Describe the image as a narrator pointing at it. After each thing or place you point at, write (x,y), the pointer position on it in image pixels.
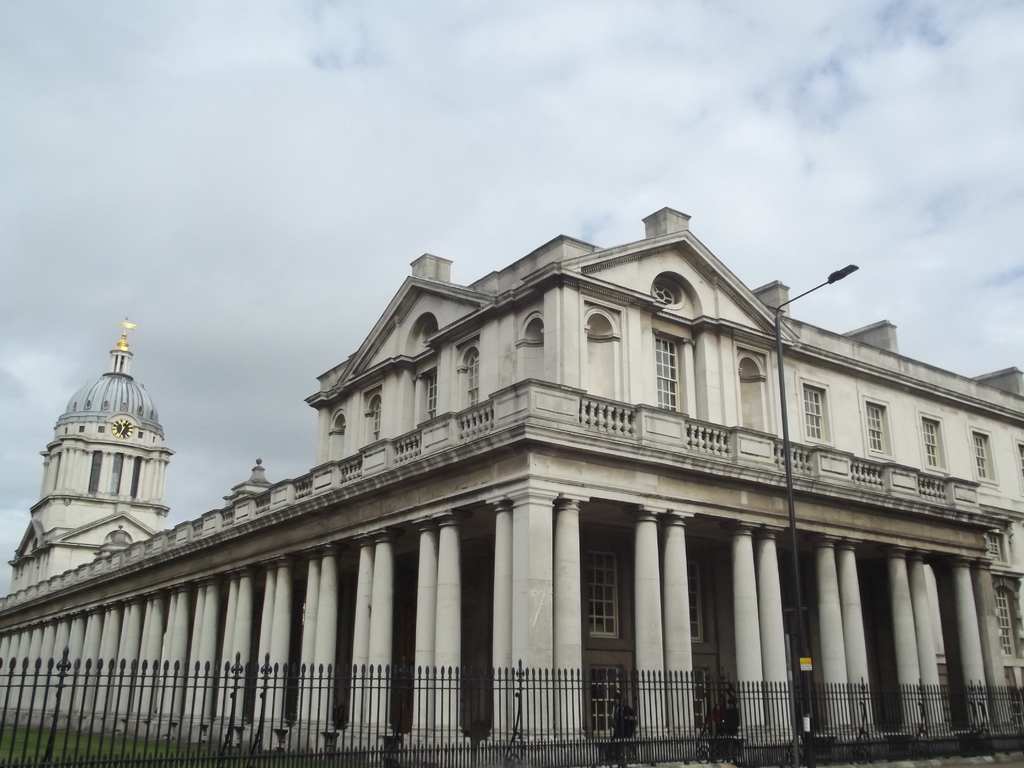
As we can see in the image there are buildings (603,557), fence (409,751), windows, streetlamp (848,272), sky (743,149) and clouds (580,118).
